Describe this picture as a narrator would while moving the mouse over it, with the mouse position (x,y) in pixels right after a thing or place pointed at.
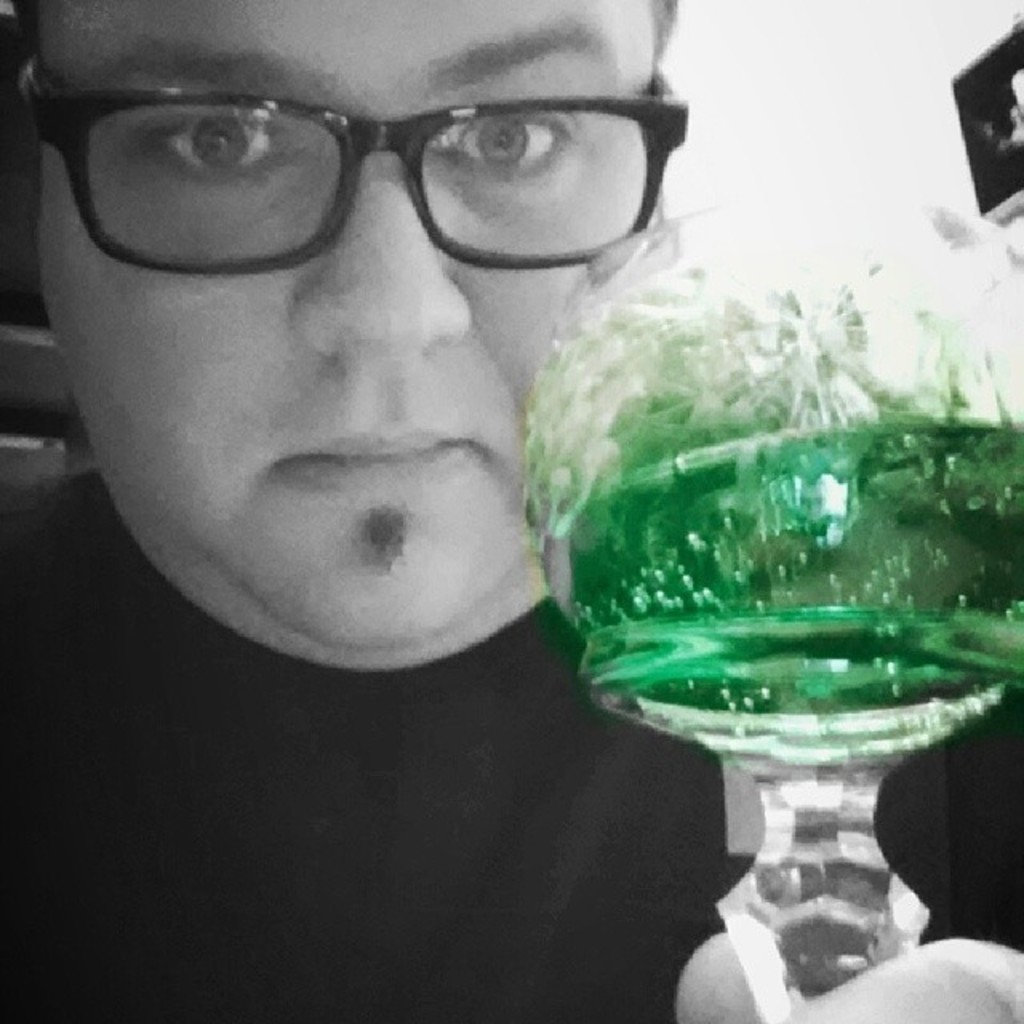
In this image, we can see a man (145,82), he is wearing specs (250,255), there is a blur background (37,371).
